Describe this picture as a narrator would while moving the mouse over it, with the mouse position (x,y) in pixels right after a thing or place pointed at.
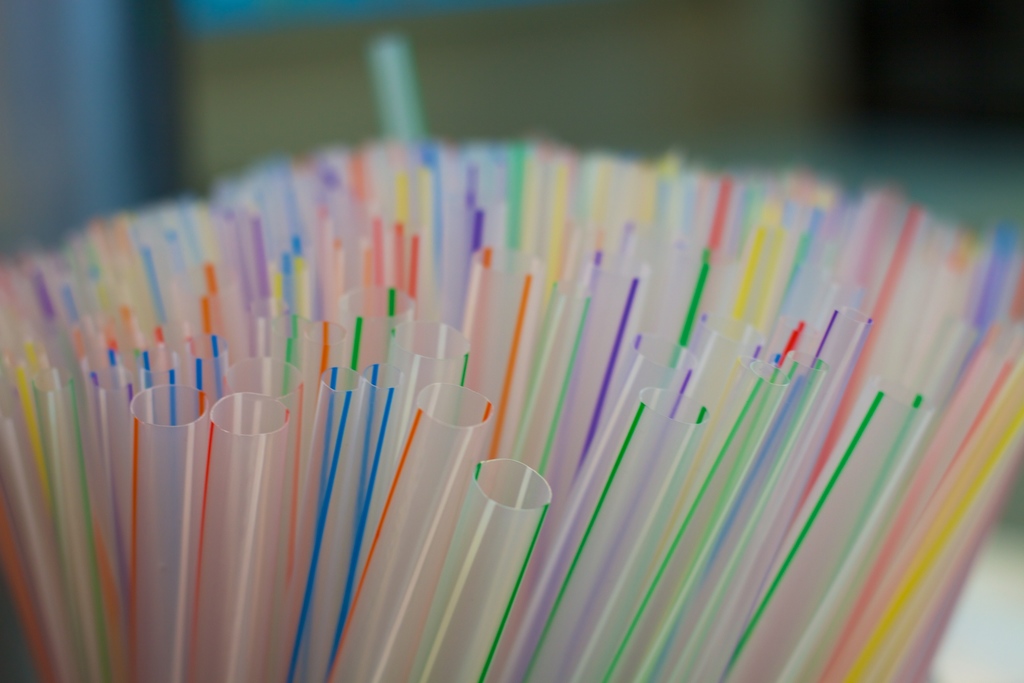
In this image there are straws (457,347) in the front (405,282) and the background (492,42) is blurry.
